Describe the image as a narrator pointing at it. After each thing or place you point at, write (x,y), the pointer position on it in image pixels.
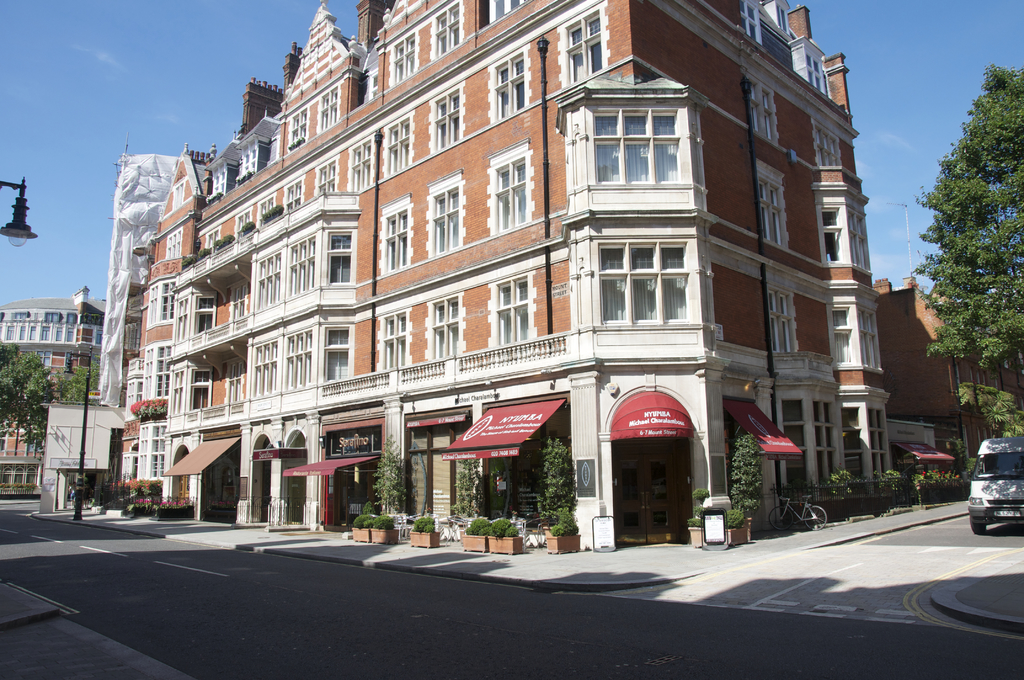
In this image I can see a building (249,370) in brown color. I can also see few stalls (502,492), background (1002,459) I can see trees (951,190) in green color, vehicles (994,478), few light poles (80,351) and sky (90,99) in blue color.
